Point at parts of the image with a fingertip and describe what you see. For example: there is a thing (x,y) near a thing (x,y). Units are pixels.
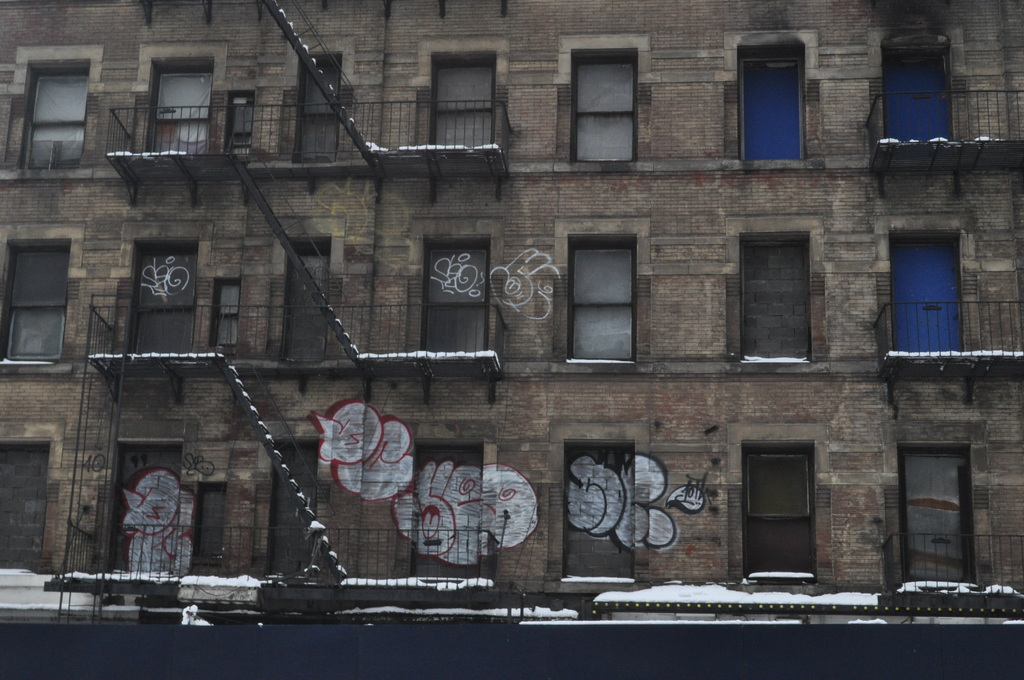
In this image we can see a building (413,335). On the building (420,396) we can see a stairs (415,343), windows (439,121) and snow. We can see a painting (586,452) on the building (383,489).
